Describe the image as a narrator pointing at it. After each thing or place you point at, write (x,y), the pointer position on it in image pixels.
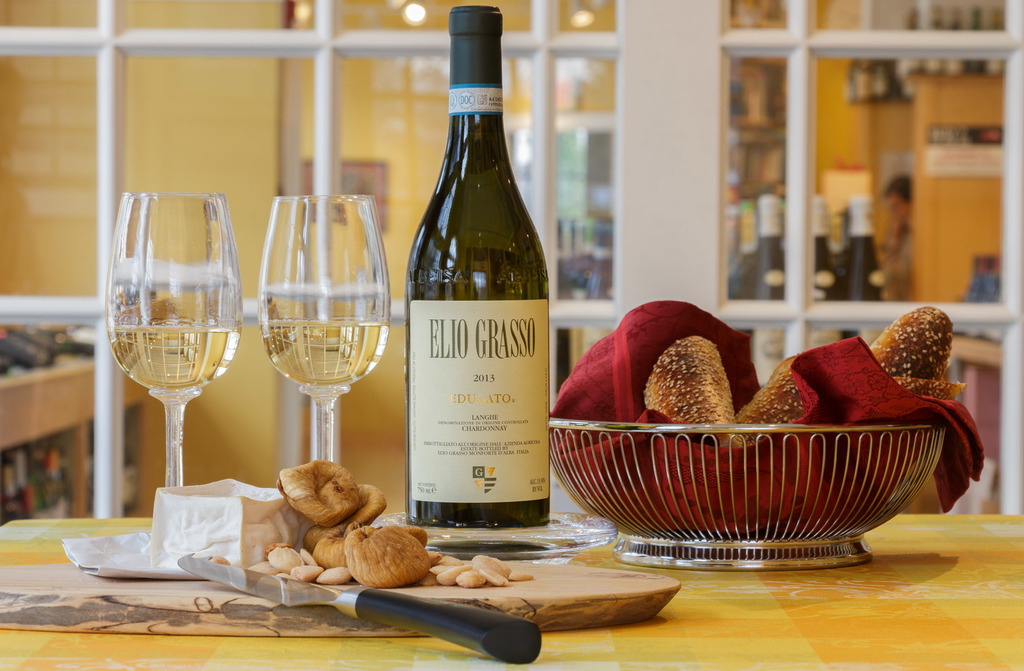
In this image there is table (49,532) visible. On the table (76,537) left side (194,342), there are the two glasses (190,354), first glass (174,338) contain a drink (158,340) and second glass (275,362) also contain a drink (310,365). On the right side (900,485) there is a bowl (894,501) on the table (59,540) contain a cloth (855,399) and food (798,405) on that cloth (803,405). And the middle there is a bottle (486,393) kept on the table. On the bottle (444,318) there is some text (525,352) written on that. On the center of the image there is a wooden plate (337,618) kept on the table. And there is a knife (293,589) on the wooden plate (326,612). There are some dried figs (345,545) and almonds (284,546) on the wooden plate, there is a paper (124,559) on the wooden plate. back side of the image there is a window (124,55). Back side of the window (326,70) wall (234,123) is visible. On the wall (216,125) lights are visible. On the wall (390,154) there is a photo frame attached to the wall (395,169). Back side of the window (779,174) there is a person (895,228) standing. There are few bottle (864,242) kept back side of the window (728,234).
